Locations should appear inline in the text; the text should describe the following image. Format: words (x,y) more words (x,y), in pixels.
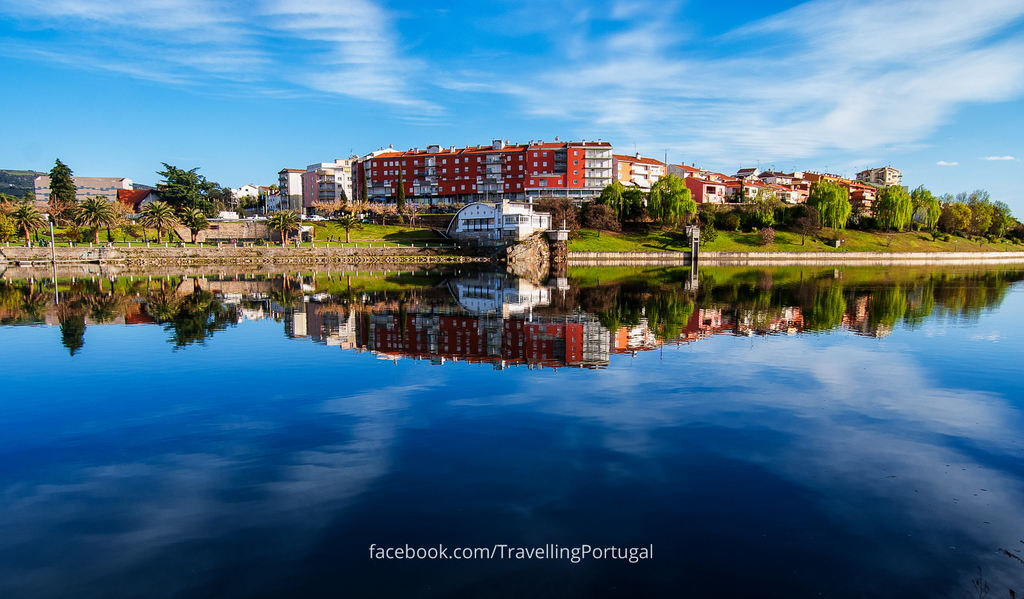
Sky (607,38) is cloudy. Here we can see water (599,385). Background (920,235) there are trees (156,219), grass (391,229) and buildings (564,185). In this water (386,368) there is a reflection (645,350) of grass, trees (773,294) and buildings (467,344). Bottom of the image (537,553) there is a watermark (567,557).
